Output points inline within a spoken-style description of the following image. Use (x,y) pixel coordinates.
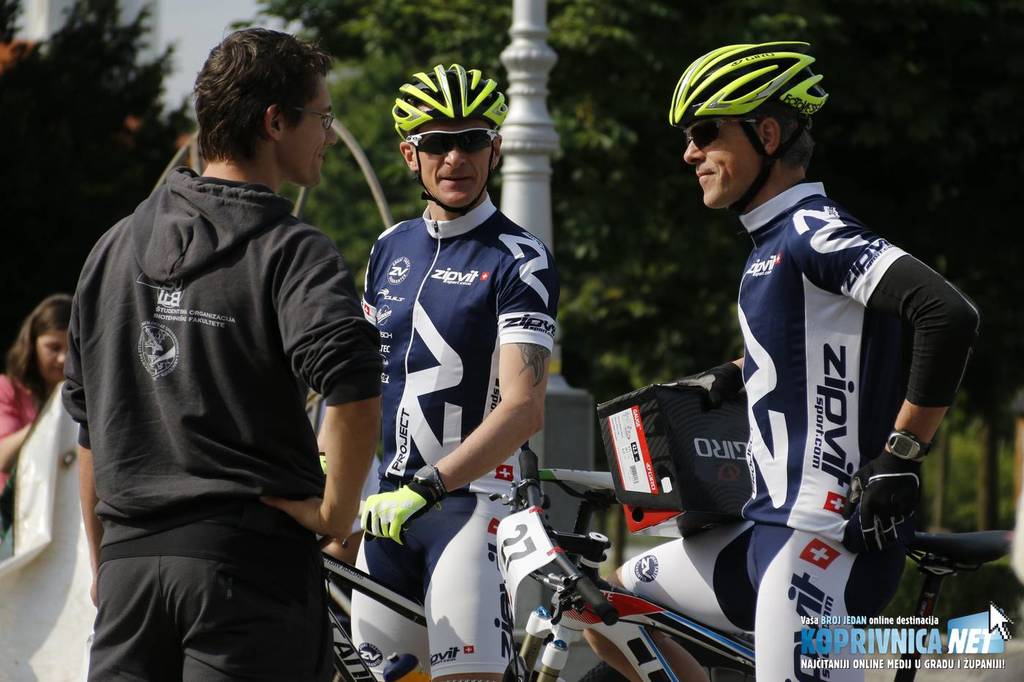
In middle (453,399) two persons (839,285) are standing with their cycles (555,476). They wear helmets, goggles (477,139), sports dress (468,395). On the left (287,298) a man (225,329) is standing.
